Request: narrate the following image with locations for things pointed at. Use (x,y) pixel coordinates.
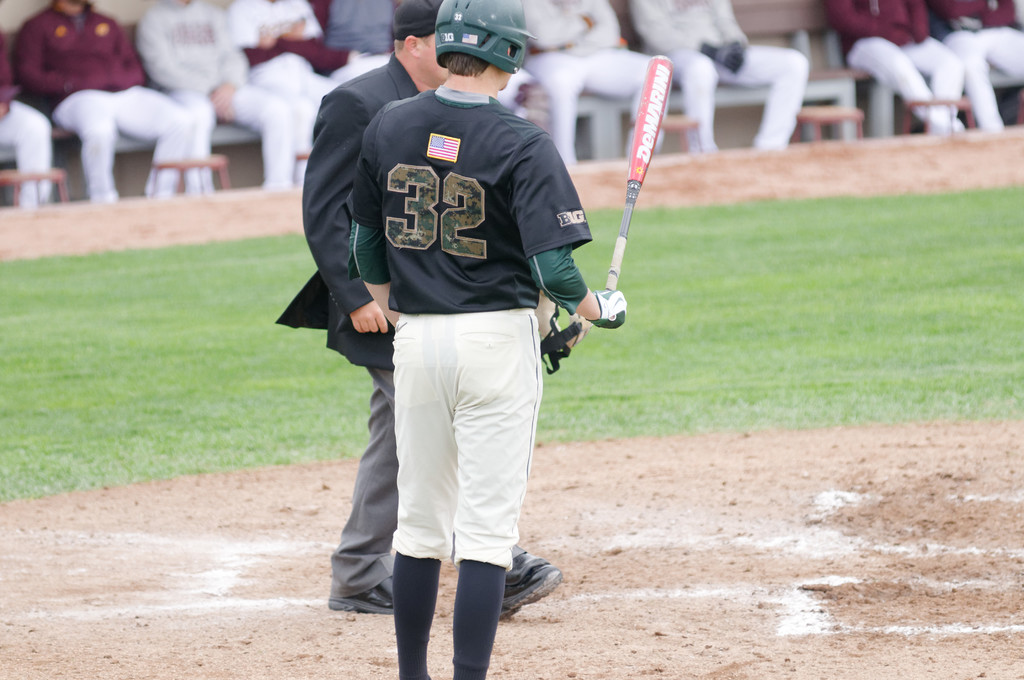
In this image, we can see a man (525,350) standing and holding a baseball stick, he is wearing a helmet (477,50), there is a man (346,264) walking, in the background (189,92) there are some people (613,69) sitting, there is green grass (866,241) on the ground (763,292) at some area.
